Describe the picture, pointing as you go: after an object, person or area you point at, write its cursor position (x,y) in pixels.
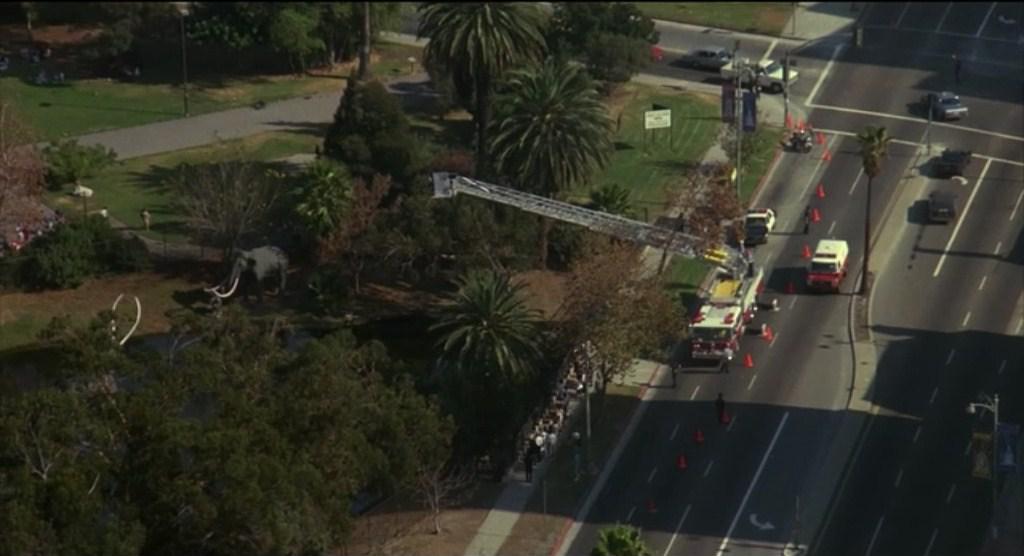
In this image I can see the road (874,457). On the road (806,477) I can see many vehicles (722,340) and the traffic cones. To the side of the road (662,385) I can see many trees (384,381) and also the poles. In the background (765,11) I can see the ground (220,102).
